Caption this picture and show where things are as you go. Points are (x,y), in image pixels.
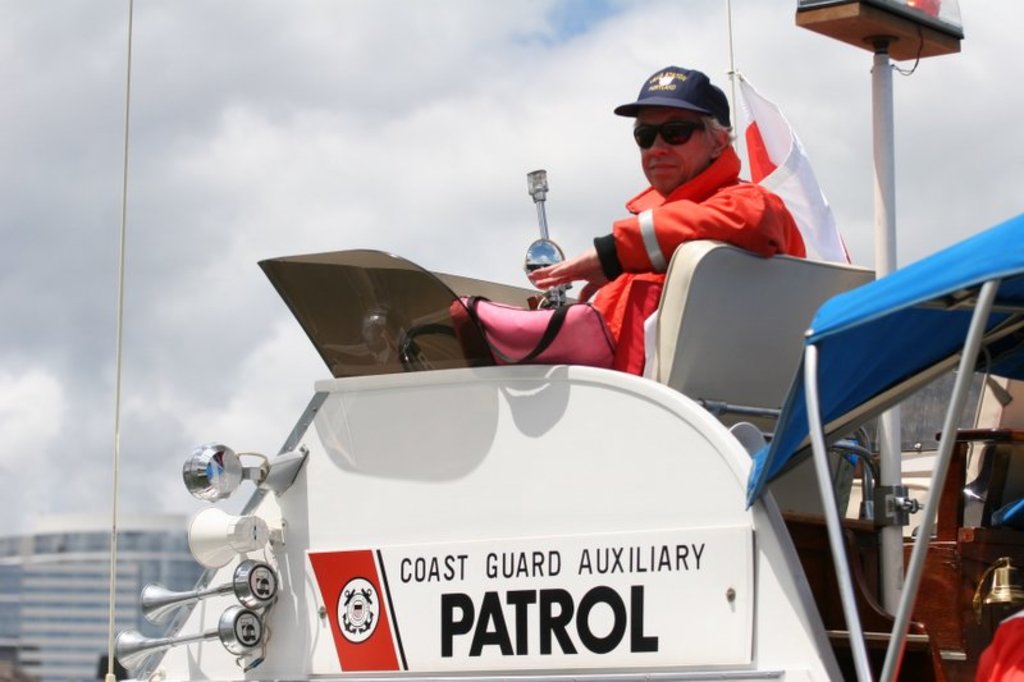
The man (801,253) in the middle of the picture (624,248) wearing red jacket (667,223) and blue cap (678,96) is sitting on the vehicle (667,458) and on the vehicle (545,548), we see a white board (568,613) with some text (548,602) written on it. At the bottom of the picture (132,552), we see a building (44,594) and at the top of the picture (299,184), we see the sky (58,489).
